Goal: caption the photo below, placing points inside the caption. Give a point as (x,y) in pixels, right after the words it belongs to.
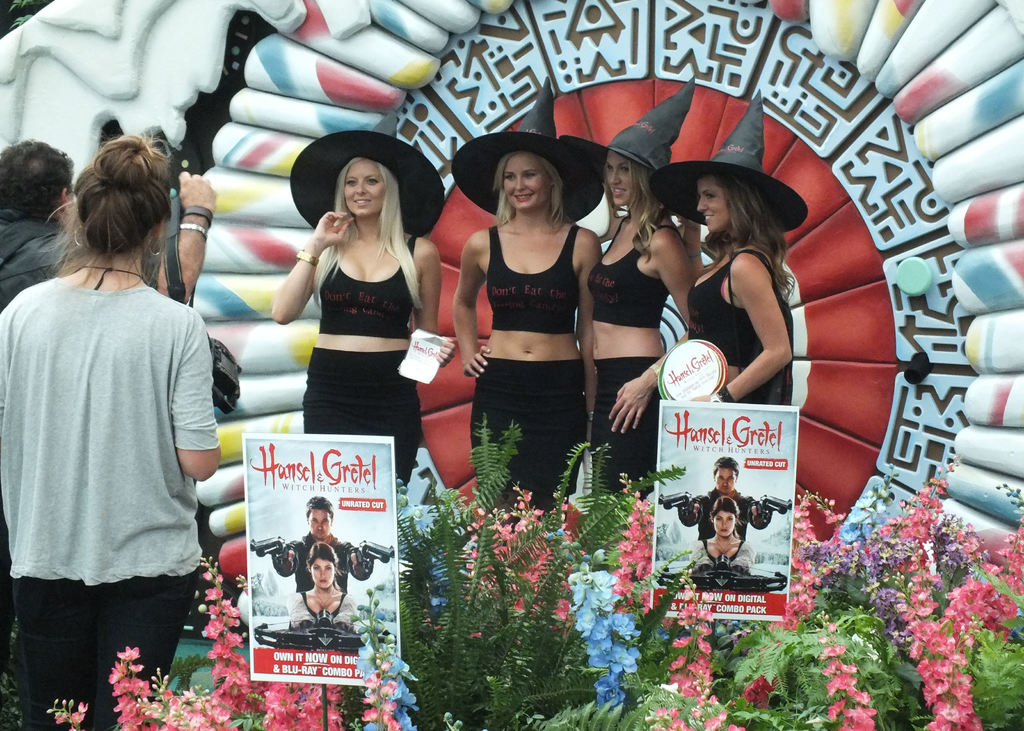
In the middle of the picture (581,280), we see four women (509,305) in black dresses (517,447) and black hats (395,145) are posing for the photo. All of them are smiling. In front of them, we see plants (619,644) and two boards (275,475) with posters (737,567) pasted on it. On the left side (201,385), the woman (42,422) in grey T-shirt (155,449) is standing. In front of her, the man (57,255) in black jacket (30,235) is clicking photos on the camera (218,344).
